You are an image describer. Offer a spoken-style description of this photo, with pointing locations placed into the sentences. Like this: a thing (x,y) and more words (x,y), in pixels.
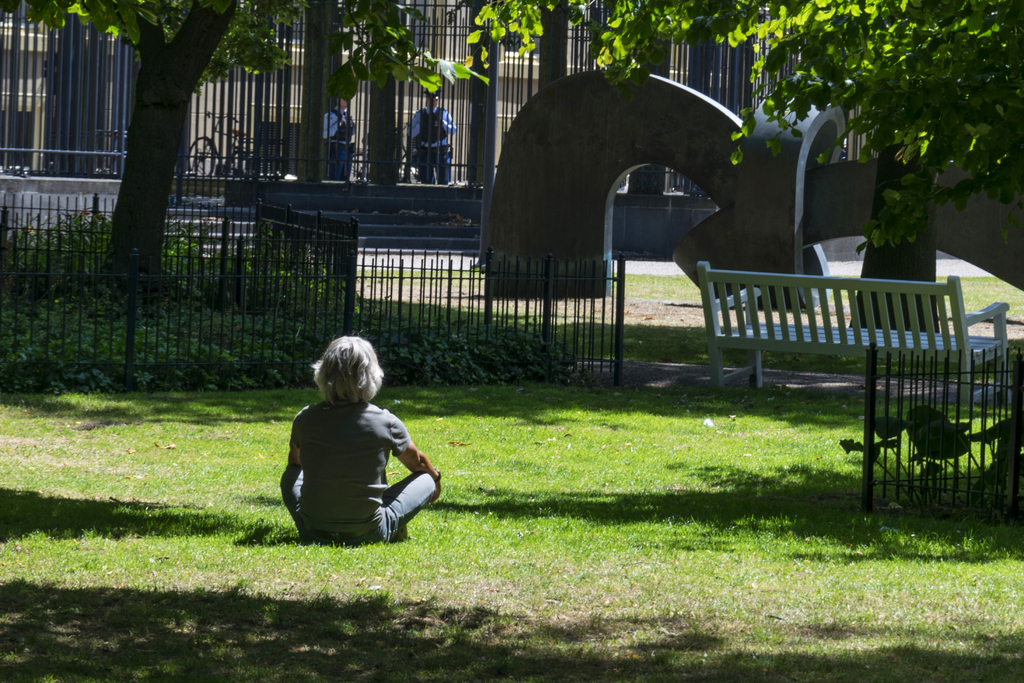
In this image we can see a person (386,507) sitting on the grass (510,486). We can also see the trees (308,141), bench (894,311), fence (265,296) and some plants (905,428). We can also see the path (673,262), stairs (426,218) and bicycle (252,143) and two people (341,131) in the background (440,155).
